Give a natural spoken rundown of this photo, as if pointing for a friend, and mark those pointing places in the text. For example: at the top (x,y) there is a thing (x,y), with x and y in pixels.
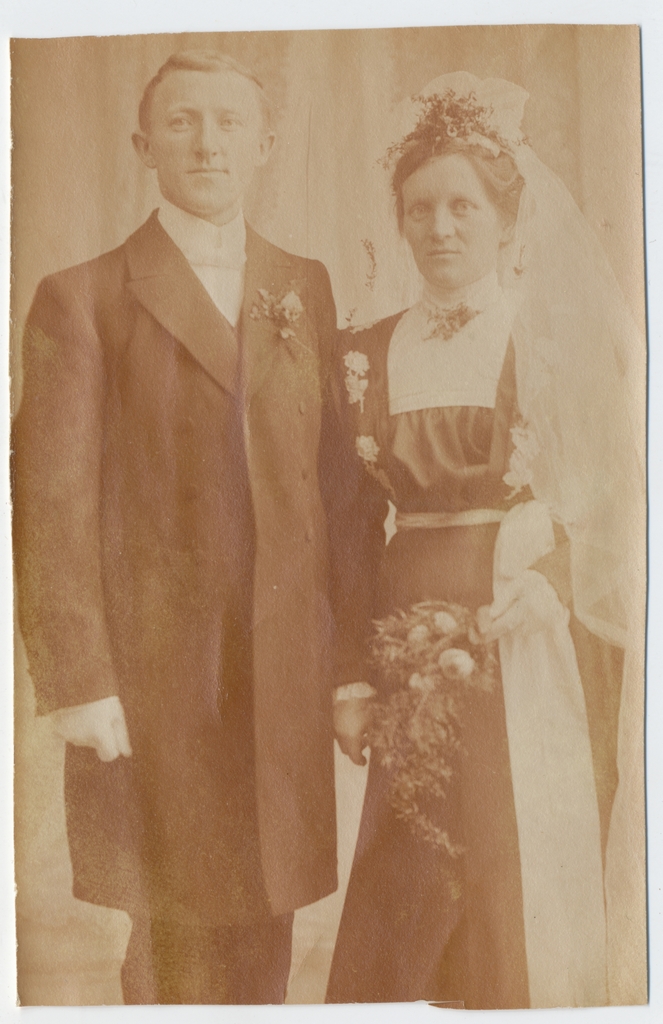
In this picture we can see a man (229,411) is standing. And a lady (424,494) is standing and holding a flowers (461,658) on her hand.
